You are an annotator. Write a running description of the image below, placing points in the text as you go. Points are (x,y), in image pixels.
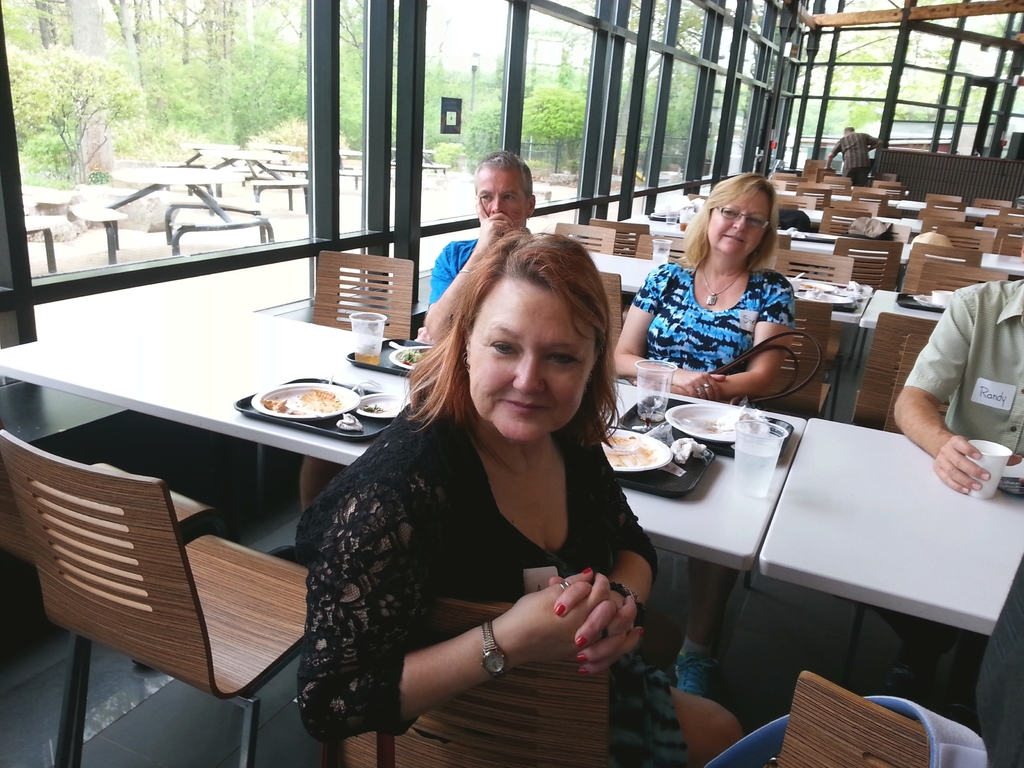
In this image there are group of people (366,508) sitting in chair (432,756) near the table (967,605) and the back ground (276,110) there is table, tree (434,71), sky (434,33), pole (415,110).
